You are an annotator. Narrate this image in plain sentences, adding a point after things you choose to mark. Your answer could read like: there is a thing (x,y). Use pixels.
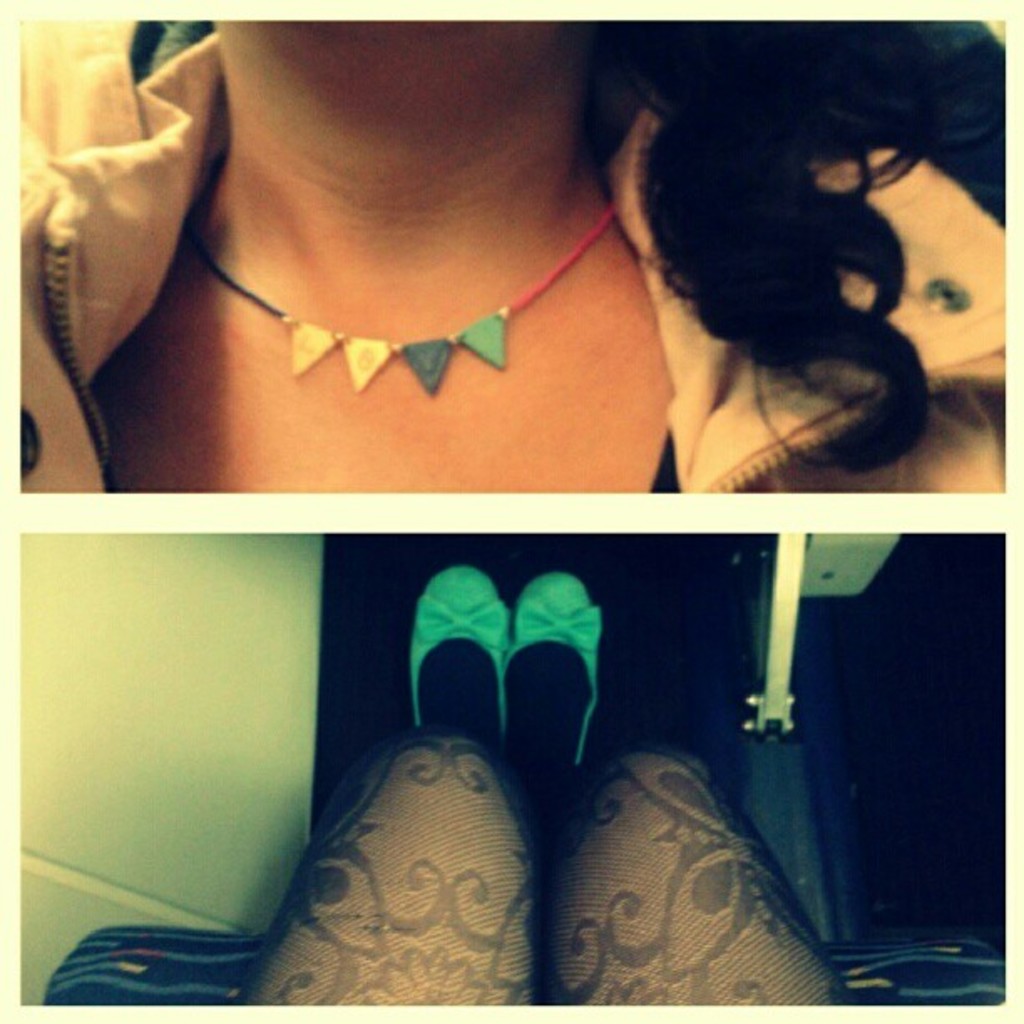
This image is a collage of two images. In the bottom (370,930) image there are two legs (487,887) of a person (453,750) and there is a wall (109,729). At the top of the image (303,214) there is a woman (314,211) with a neck chain (469,331) and a jacket (111,116).
